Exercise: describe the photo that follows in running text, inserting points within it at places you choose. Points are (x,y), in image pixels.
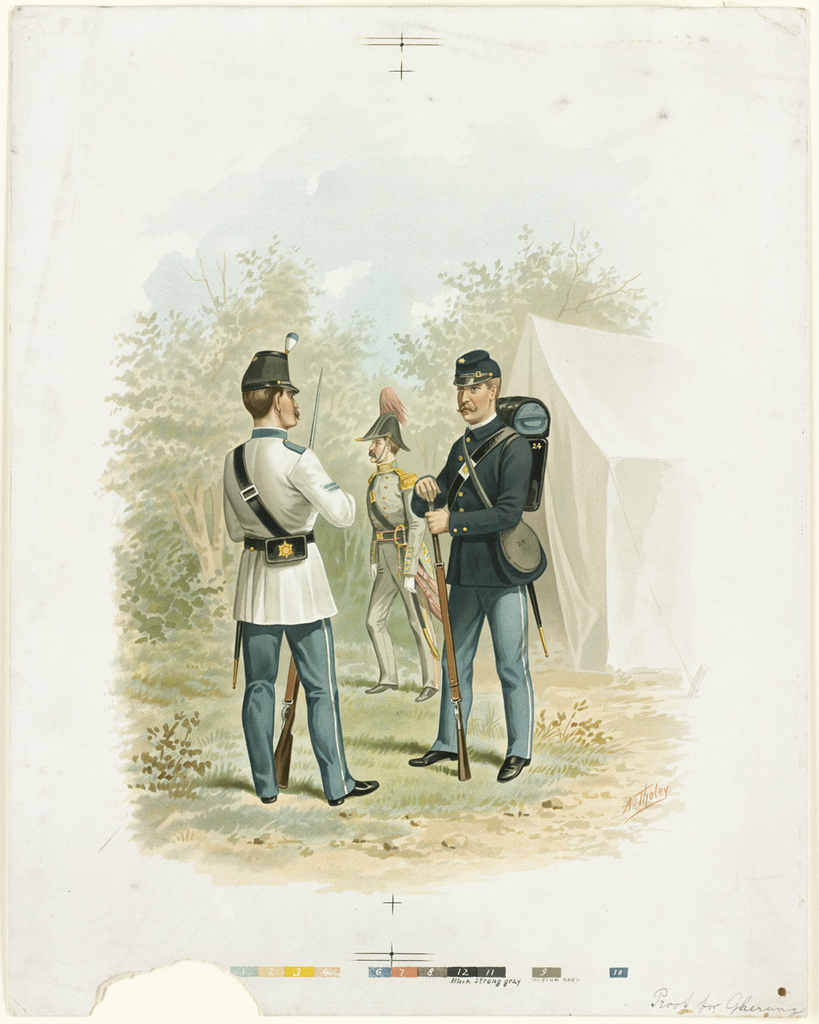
This is a painting and in this painting we can see three men (504,468) wore caps (470,381) and two of them holding guns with their hands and standing on the ground (643,757), trees (417,351), tent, sky (203,261).
